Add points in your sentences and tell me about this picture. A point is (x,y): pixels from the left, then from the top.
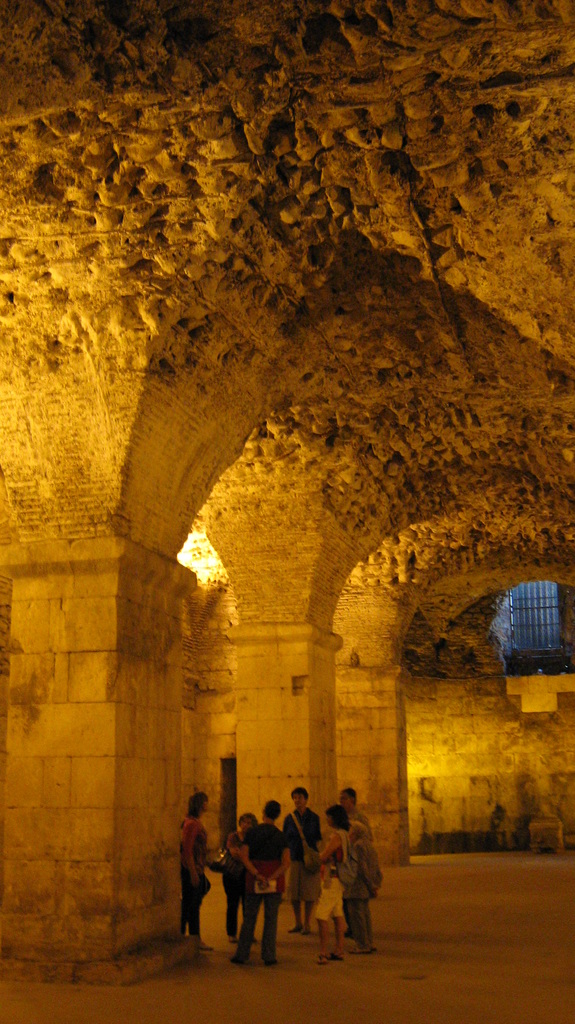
This is a building (361,550), where people (317,912) are standing.
